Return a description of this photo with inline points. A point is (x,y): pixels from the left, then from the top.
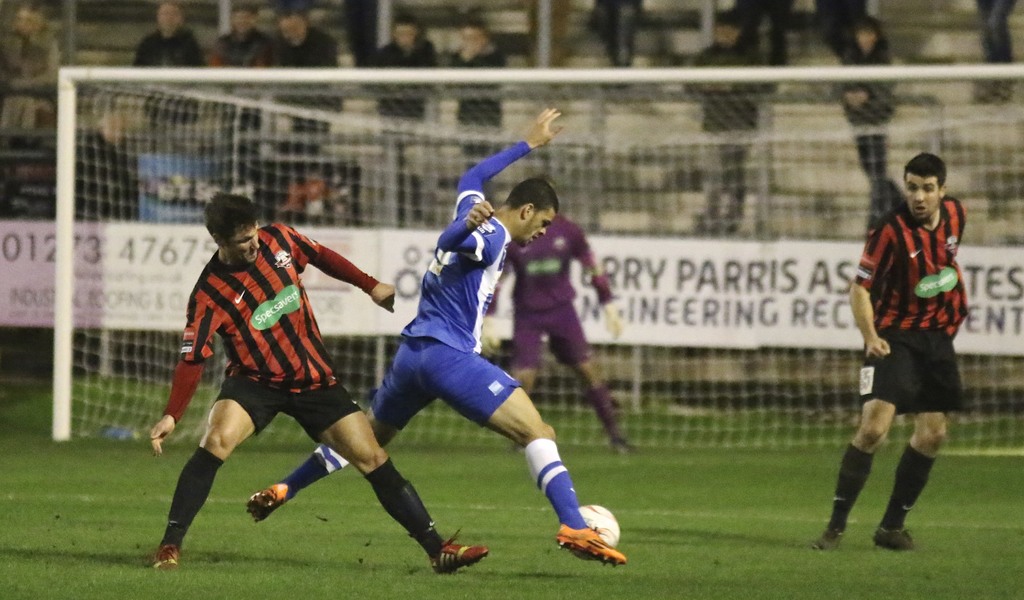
This picture is taken in the stadium (645,294) where persons (861,294) are playing football. In the background (373,17) there are crowd (294,38) seeing the game and white colour net (428,127), there is a white colour board (146,287), and on the ground (114,565) there is a grass (309,581).
